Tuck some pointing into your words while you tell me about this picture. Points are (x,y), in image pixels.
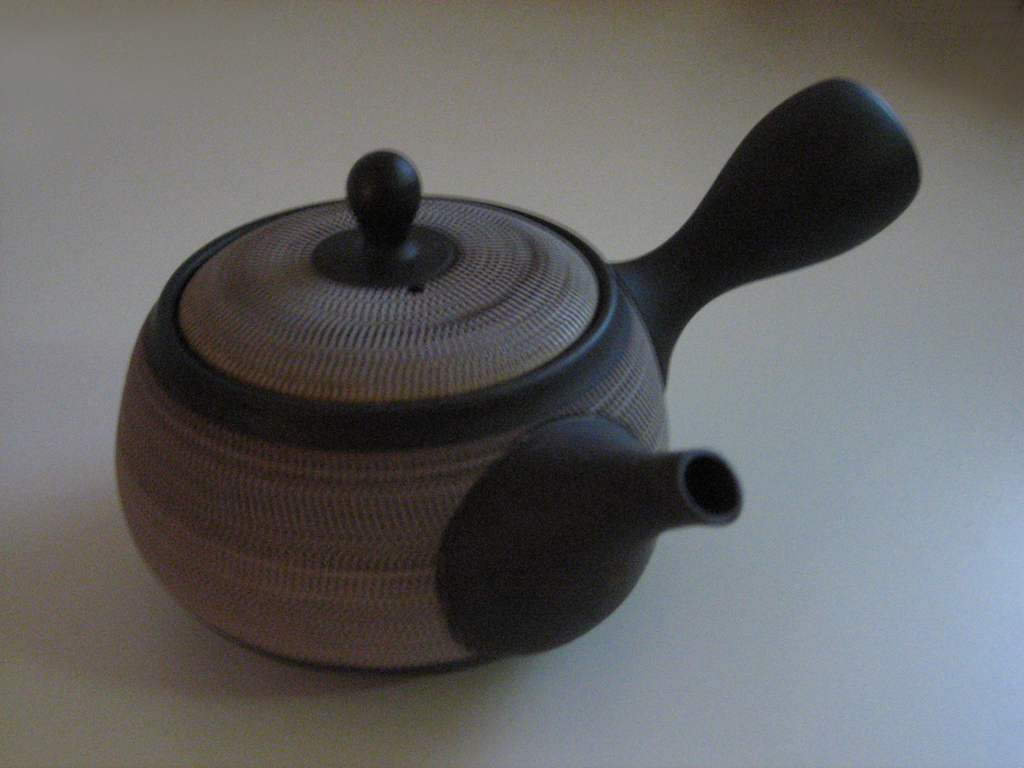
In the picture I can see an object (433,464) on a surface (58,646).
